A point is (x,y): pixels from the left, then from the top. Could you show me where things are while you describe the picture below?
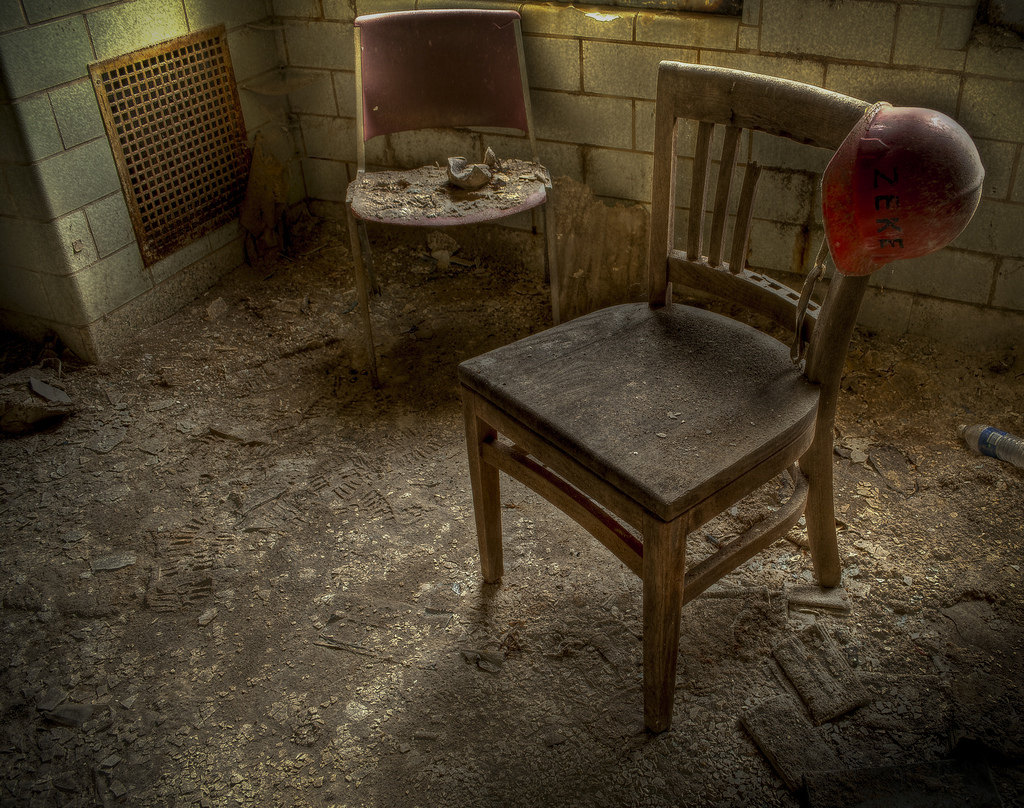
In front of the image there is a chair (772,369). On top of the chair (721,281) there is some object (887,157). Beside the chair (720,109) there is another chair (351,210). In the background of the image (502,153) there is a wall (936,18). At the bottom of the image (755,621) there is a water bottle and some other objects (7,421).
